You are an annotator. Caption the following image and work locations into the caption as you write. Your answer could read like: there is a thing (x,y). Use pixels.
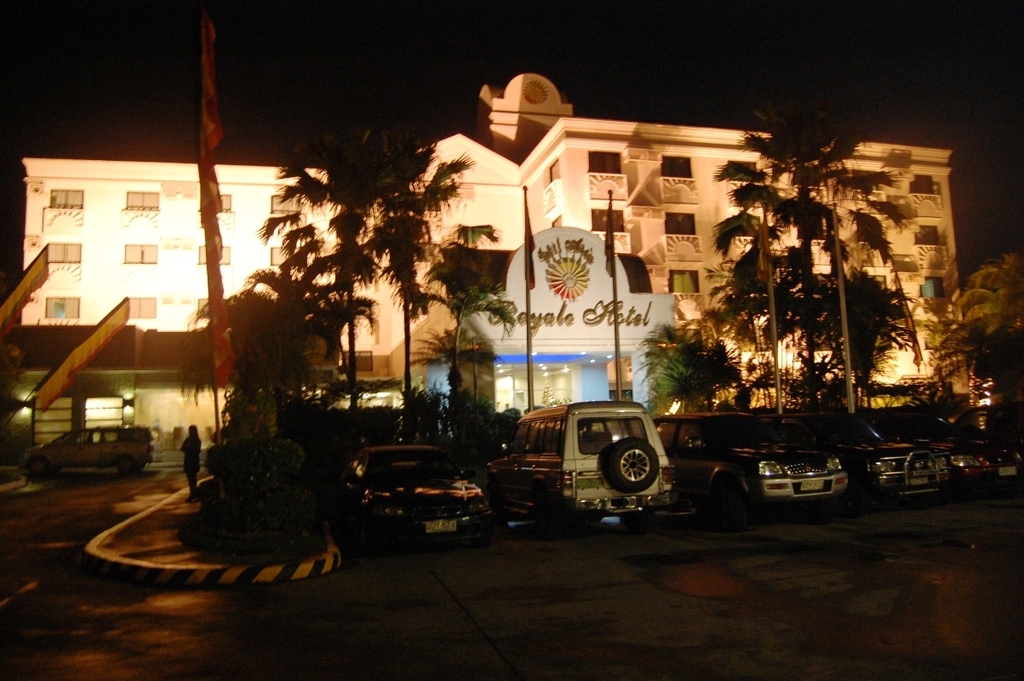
In this picture I can see there are few cars (460,481) parked at right side (691,471) and there is a person (194,484) standing at the left side (190,461), there is a building (117,294) in the backdrop (465,190), with a name board (643,302) and lights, there are plants (393,388) and trees (759,315) and the sky (336,59) is dark.
